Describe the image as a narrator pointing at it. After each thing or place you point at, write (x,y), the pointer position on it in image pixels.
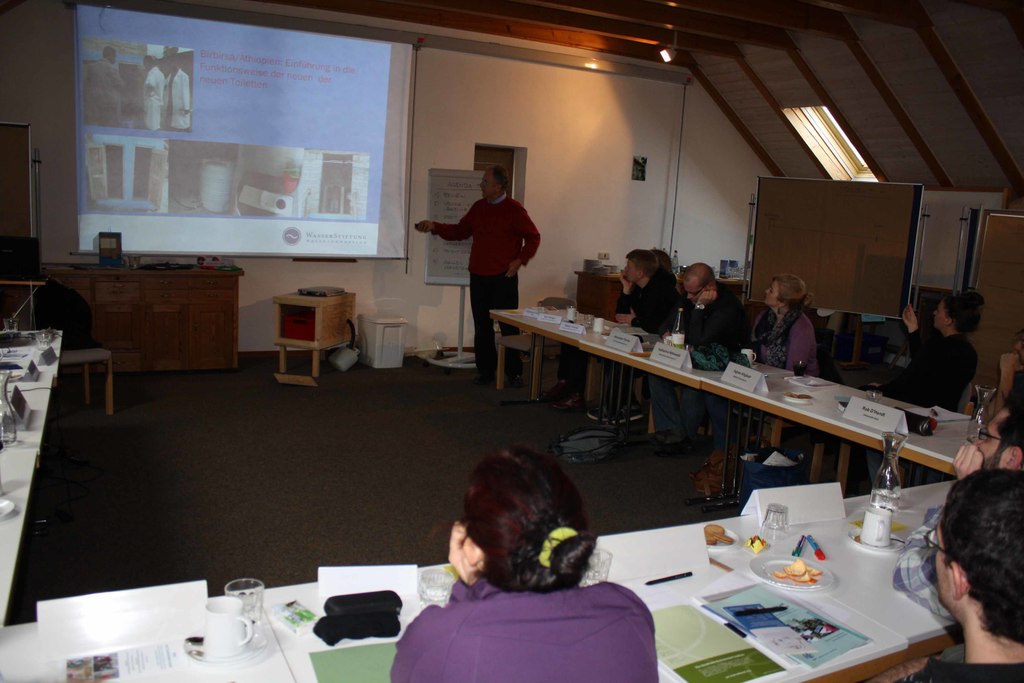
In this picture we can see some people (893,392) sitting on the chairs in front of the table (864,575) on which there are some things (778,563) like name boards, plates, books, glasses (255,591) and in front of them there is a man (509,352) who is standing is holding the remote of a projector screen (393,234) and opposite to them there is a projector screen (181,173) and a desk (202,275) on which some things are placed.
